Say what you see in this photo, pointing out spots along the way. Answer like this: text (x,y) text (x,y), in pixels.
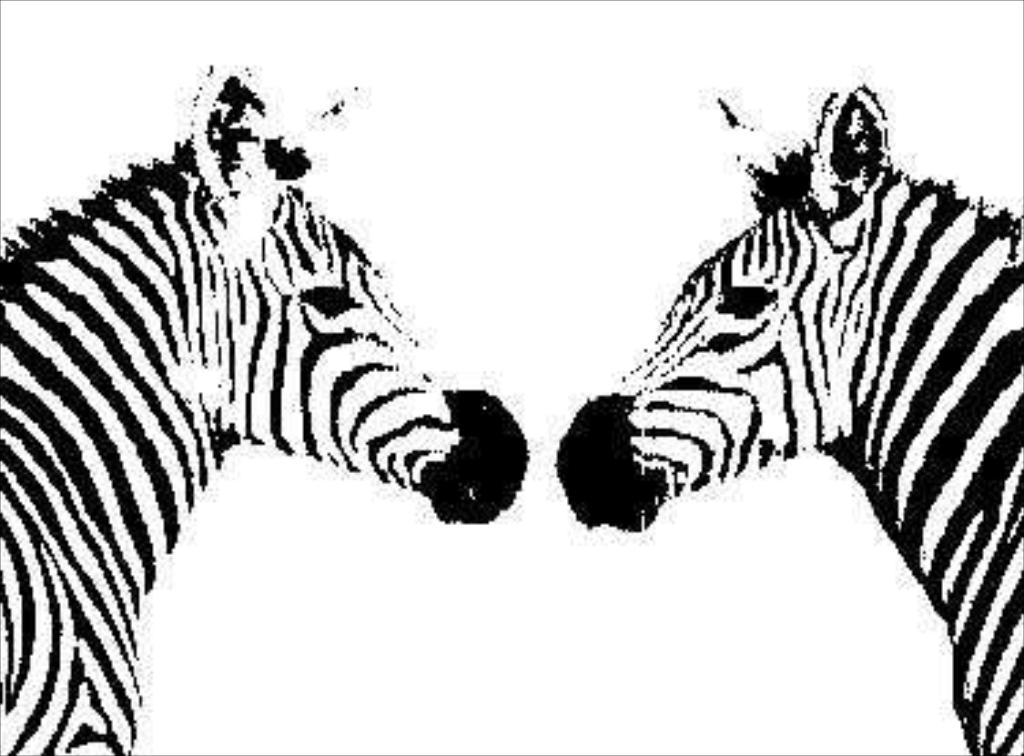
We can see zebras (416,421). In the background (391,592) it is white.
